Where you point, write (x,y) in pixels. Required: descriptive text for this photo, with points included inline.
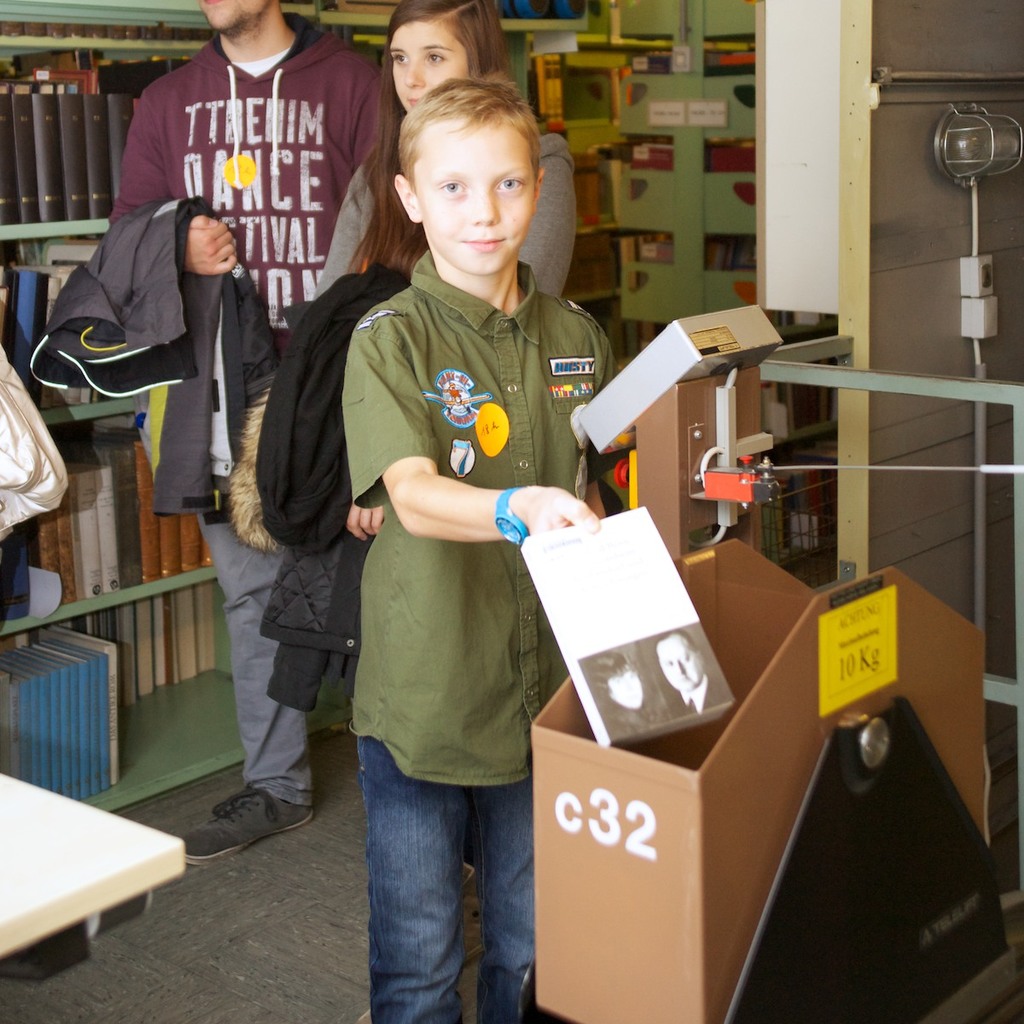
In this image I can see a person (496,372) is holding something. Back I can see the book racks (632,139), few objects (606,422) around and two people (332,70) are standing.
